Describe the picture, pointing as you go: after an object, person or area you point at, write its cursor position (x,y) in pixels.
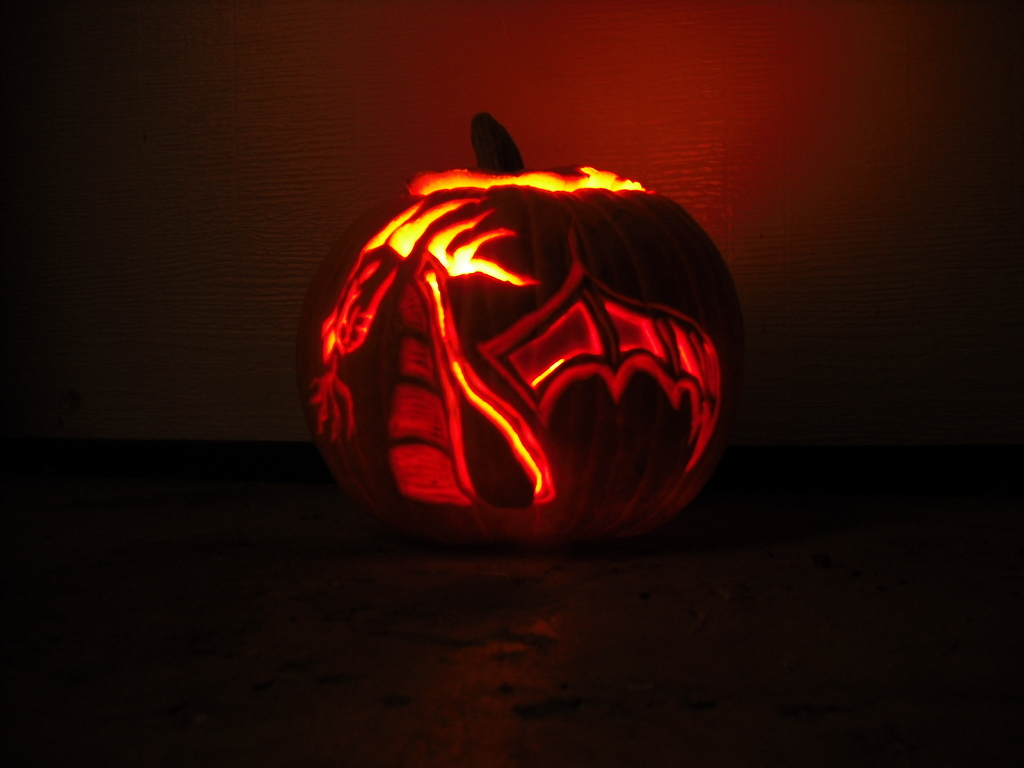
In the foreground of this picture (518,481), there is a pumpkin (543,483) on the surface (523,641) and it is having a light (533,469) inside it. In the background (336,115), there is a wall (314,122).
